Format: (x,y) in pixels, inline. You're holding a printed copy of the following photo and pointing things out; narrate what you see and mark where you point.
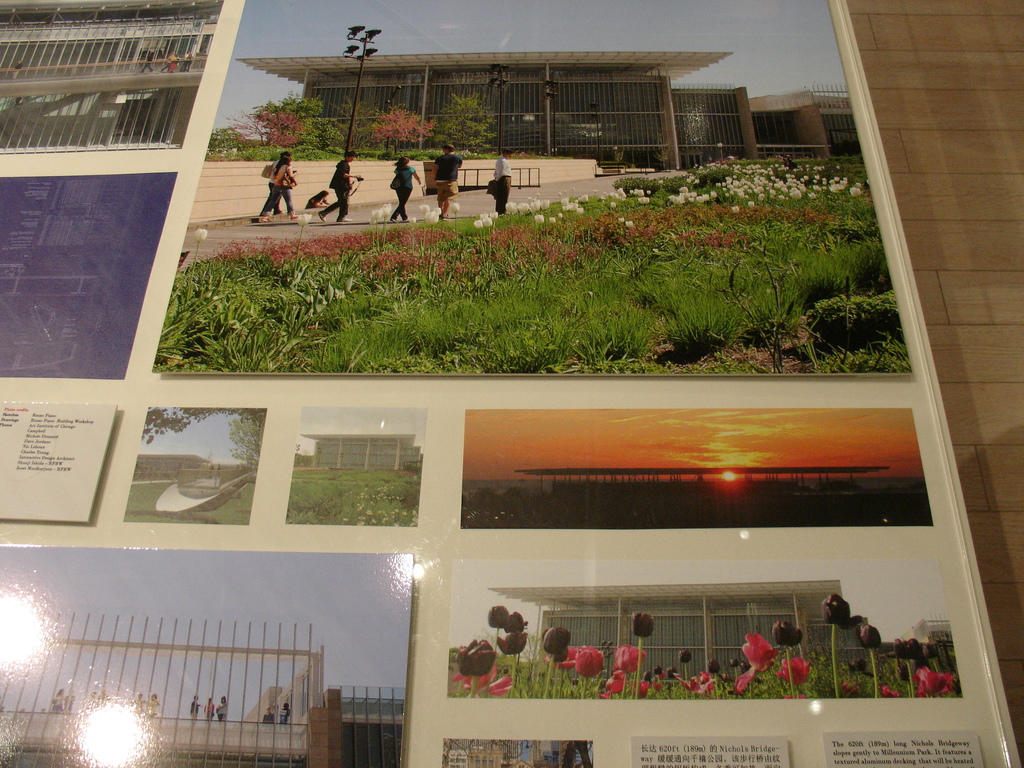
This image consists of a frame (461,579) in which there are many photographs (322,331). At the top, we can see several persons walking on the road (523,187). On the right (745,299), there are plants (681,312) and grass (406,323). At the bottom (892,640), there are various photographs (371,625). On the right (989,206), we can see a wall (974,104).
